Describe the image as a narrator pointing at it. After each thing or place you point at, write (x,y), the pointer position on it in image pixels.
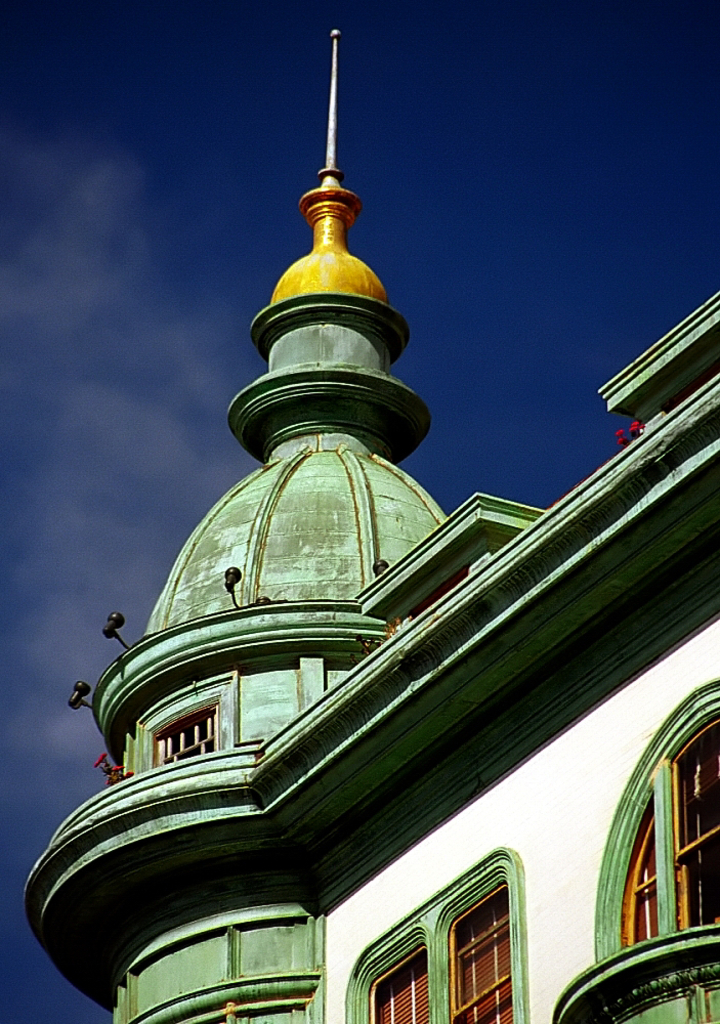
This image looks like a building (496,810) and there is a dome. There is sky (13,368) at the top (271,121).
